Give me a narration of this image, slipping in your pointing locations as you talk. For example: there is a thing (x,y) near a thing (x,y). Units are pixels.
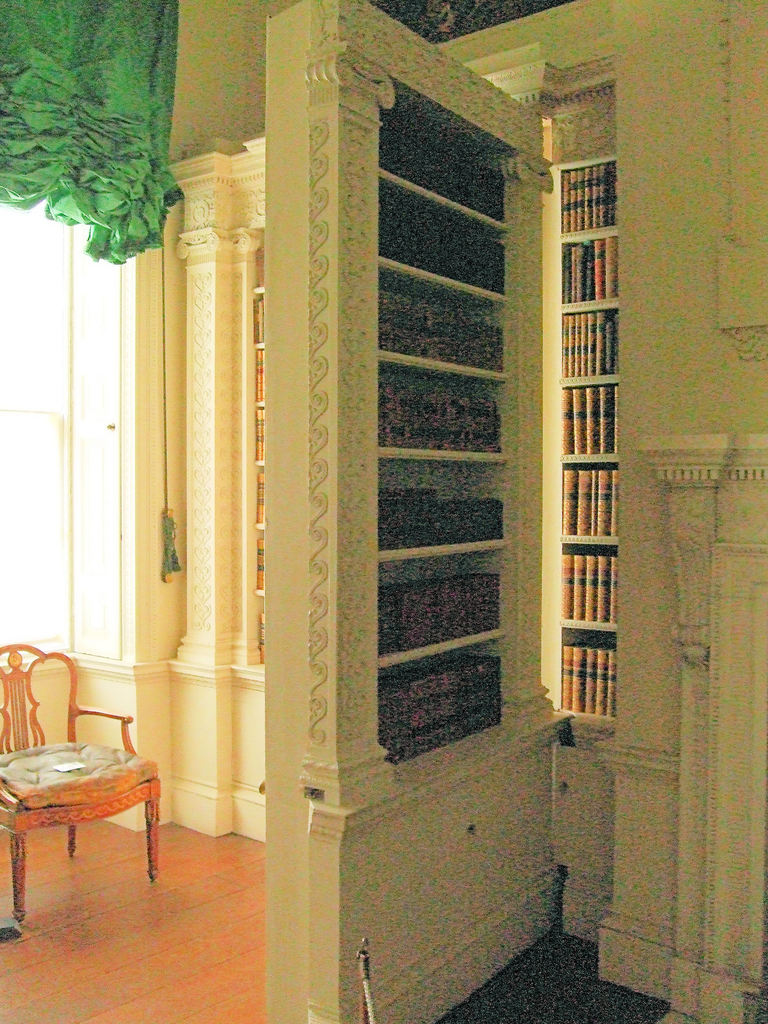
In the picture we can see a view inside the house (105,399) with a wall (643,617) with some sculptures (214,541) to it and with a rack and books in it and beside it, we can see another part of the wall (650,237) with racks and full of books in it and beside it we can see a chair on the floor (177,945) and the floor (98,969) is with a wooden surface (209,860).
